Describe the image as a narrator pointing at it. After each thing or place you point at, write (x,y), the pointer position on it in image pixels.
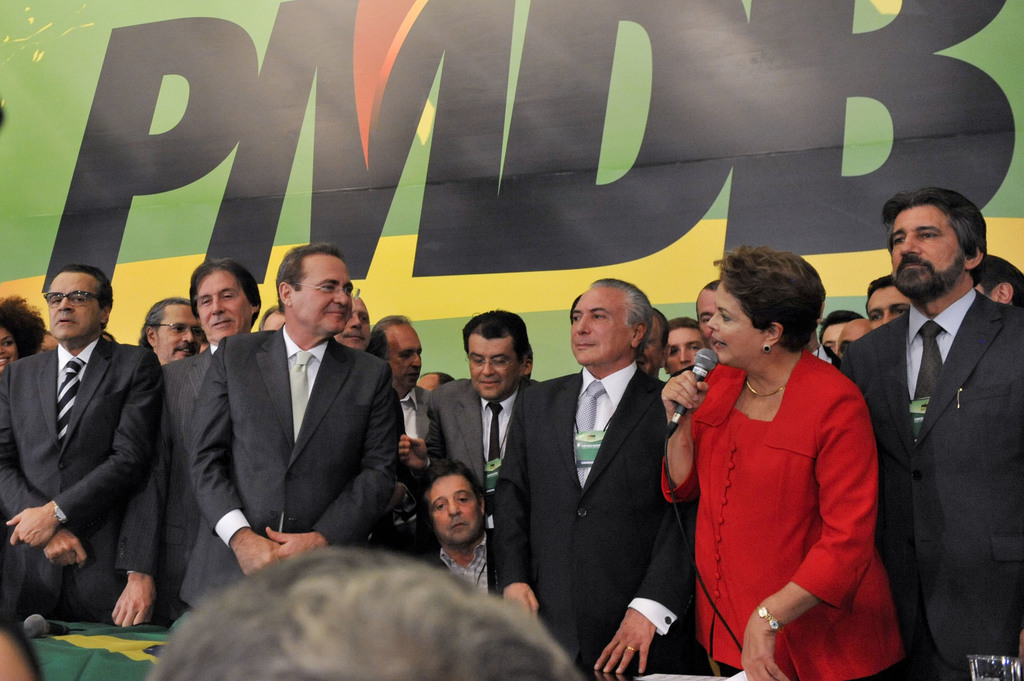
In this image there are men (358,453) standing, there is a woman (760,432) holding a microphone (712,367) and talking, there is a cloth (115,649) on a table (105,654), there is a microphone (60,627) on the cloth (92,632), there is a glass (993,664) towards the bottom of the image (977,671), there is a man (391,616) towards the bottom of the image (345,624), at the background of the image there is a board (594,161), there is text (585,149) on the board (481,138).
